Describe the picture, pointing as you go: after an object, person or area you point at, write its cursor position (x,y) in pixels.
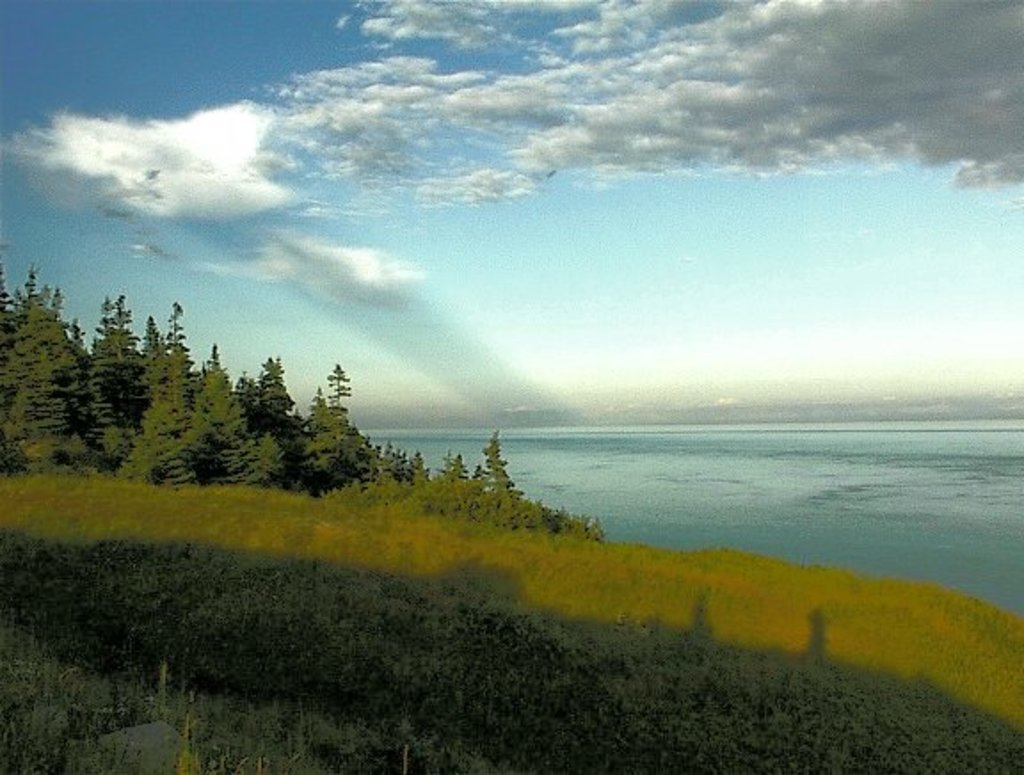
This is an animated picture. In the foreground of the picture (330,437) there are trees (88,385), plants (106,639) and grass (901,614). In the center of the picture (477,445) there is a water body (440,438). Sky (248,229) is bit cloudy.
